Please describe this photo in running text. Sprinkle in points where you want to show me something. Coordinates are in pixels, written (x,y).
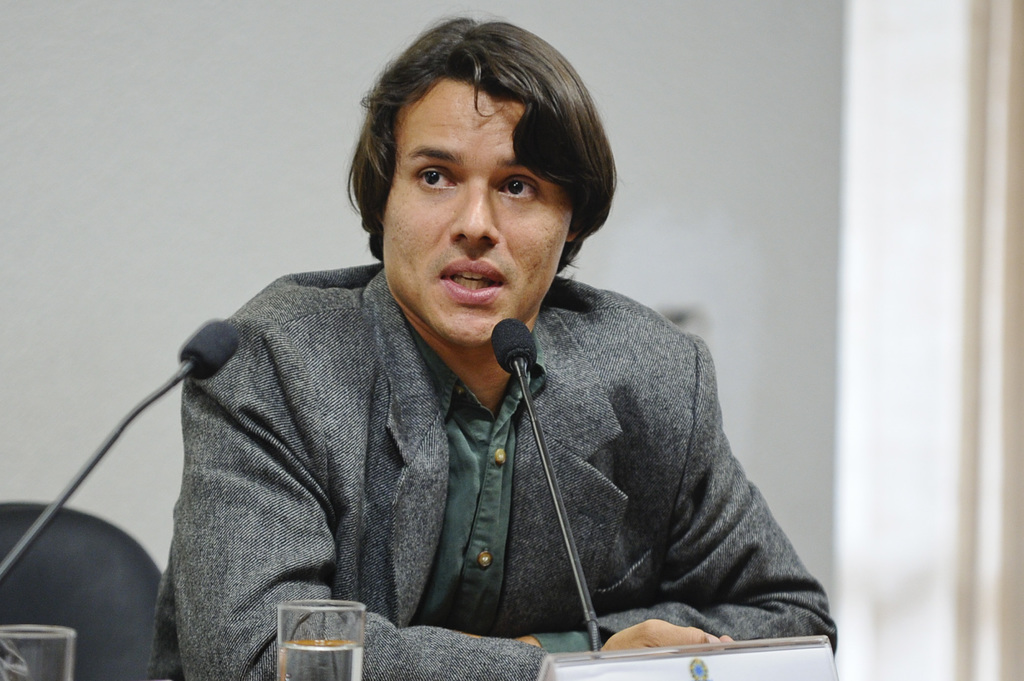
In this image we can see a man (417,227), mics (133,412), glasses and a chair (117,615).
